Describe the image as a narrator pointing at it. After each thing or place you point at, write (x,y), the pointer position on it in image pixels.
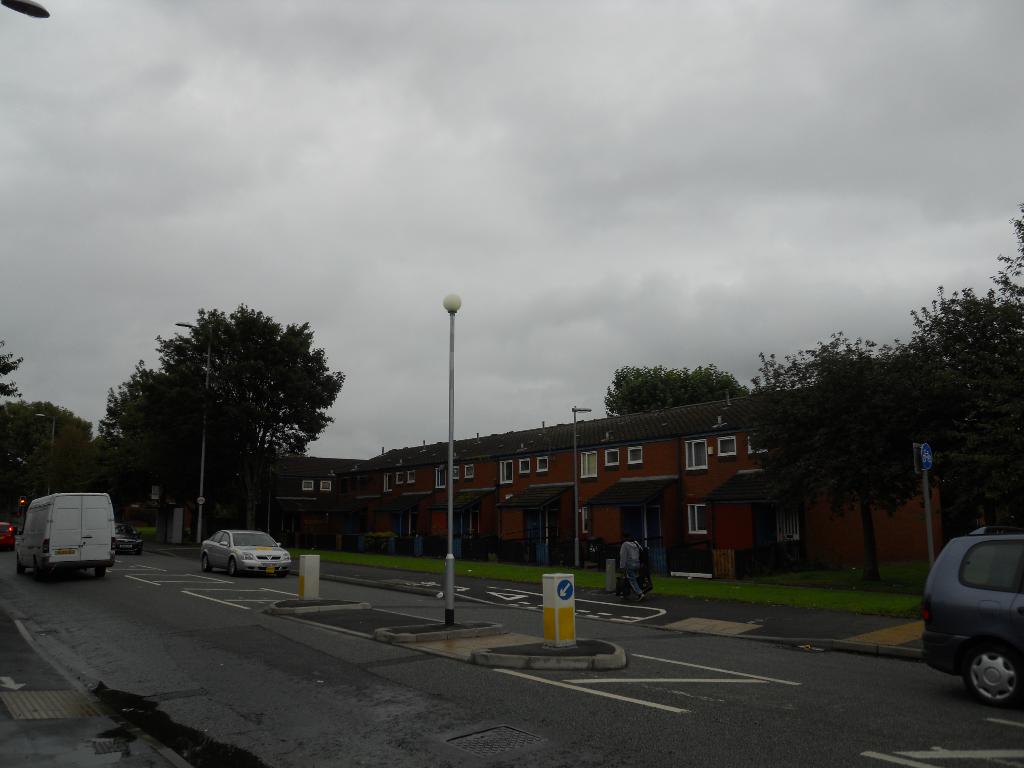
This picture is clicked outside the city. At the bottom of the picture (358,662), we see vehicles (227,568) are moving on the road (253,612). Beside that, there are street lights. In the middle of the picture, we see a pole (570,614) which is in white and yellow color. Beside that, we see a person (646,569) is walking on the road (628,599). There are trees (270,456) and buildings (741,465) in the background (754,393). At the top of the picture (390,145), we see the sky (509,202) and at the bottom of the picture (608,722), we see the road (608,722).
